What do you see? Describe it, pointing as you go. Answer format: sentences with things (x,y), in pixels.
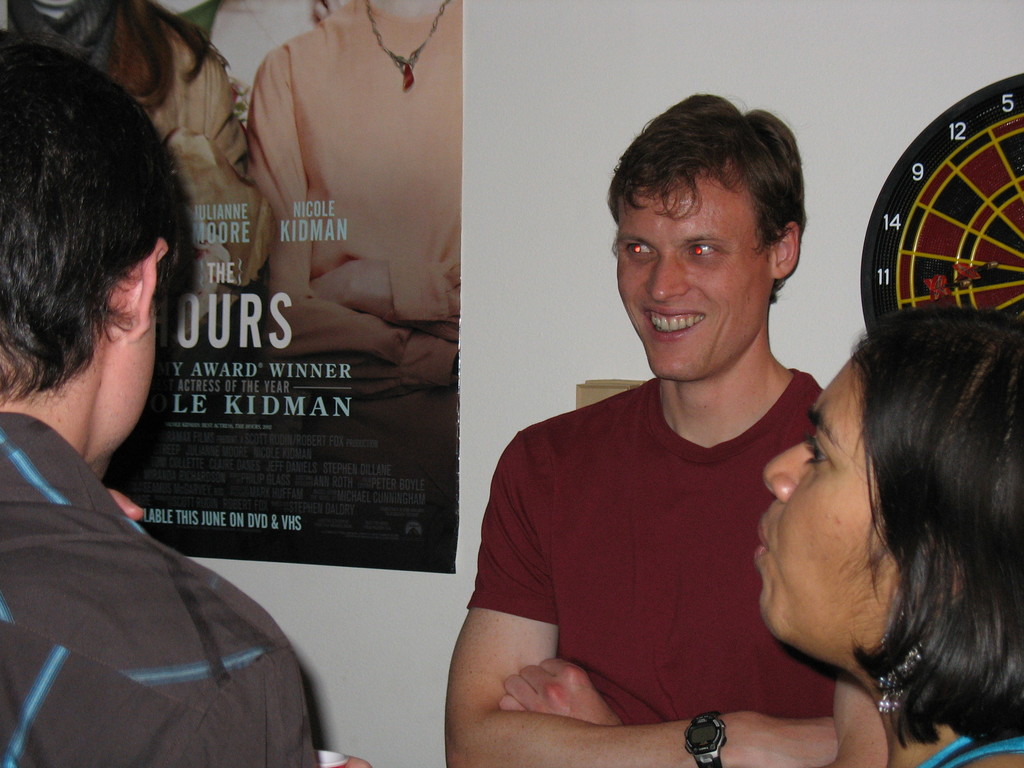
In this image I can see on the left side (157,575) there is a person (150,536) looking at that side and there is a photo (325,258) pasted on the wall (980,59). In the middle (514,512) a man (710,99) is smiling, he wore t-shirt (656,546). On the right side (925,603) a woman (822,609) is talking and there is target board (955,211) on the wall (442,753) with the numbers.
